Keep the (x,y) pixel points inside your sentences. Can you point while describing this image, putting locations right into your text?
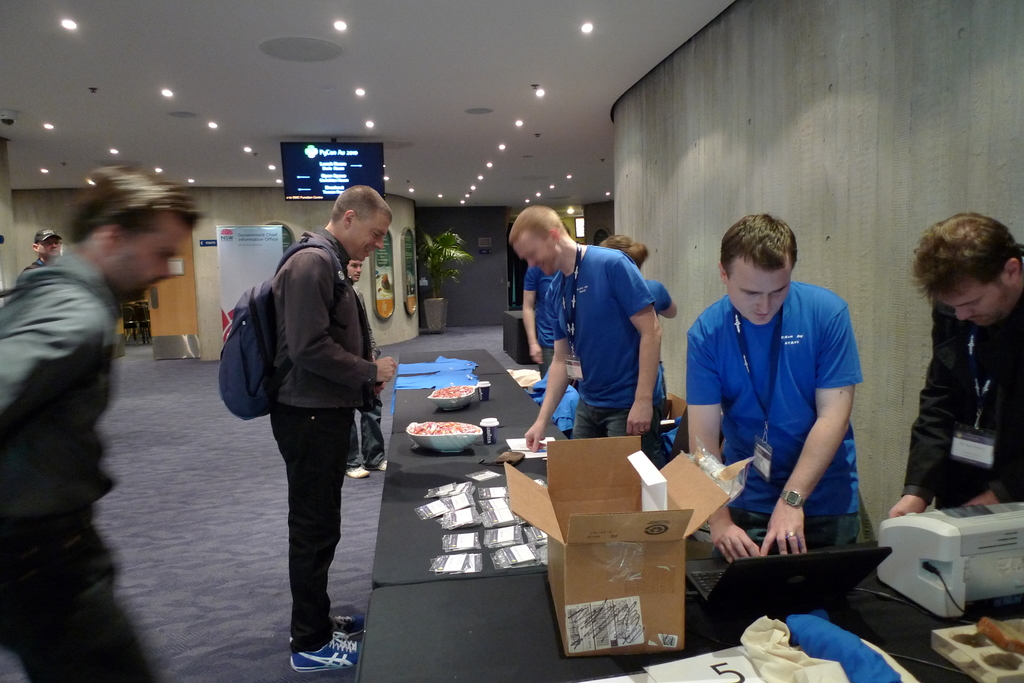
In this picture we can see some people (555,312) standing in front of tables (536,629), we can see a card board box (645,567), a laptop (691,570) and some clothes (811,620) present in the front (843,626), there are some packets (463,491) and two bowls (457,401) on the table (406,522), in the background (302,169) there are some lights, a screen (328,177), boards (274,249) and a plant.
